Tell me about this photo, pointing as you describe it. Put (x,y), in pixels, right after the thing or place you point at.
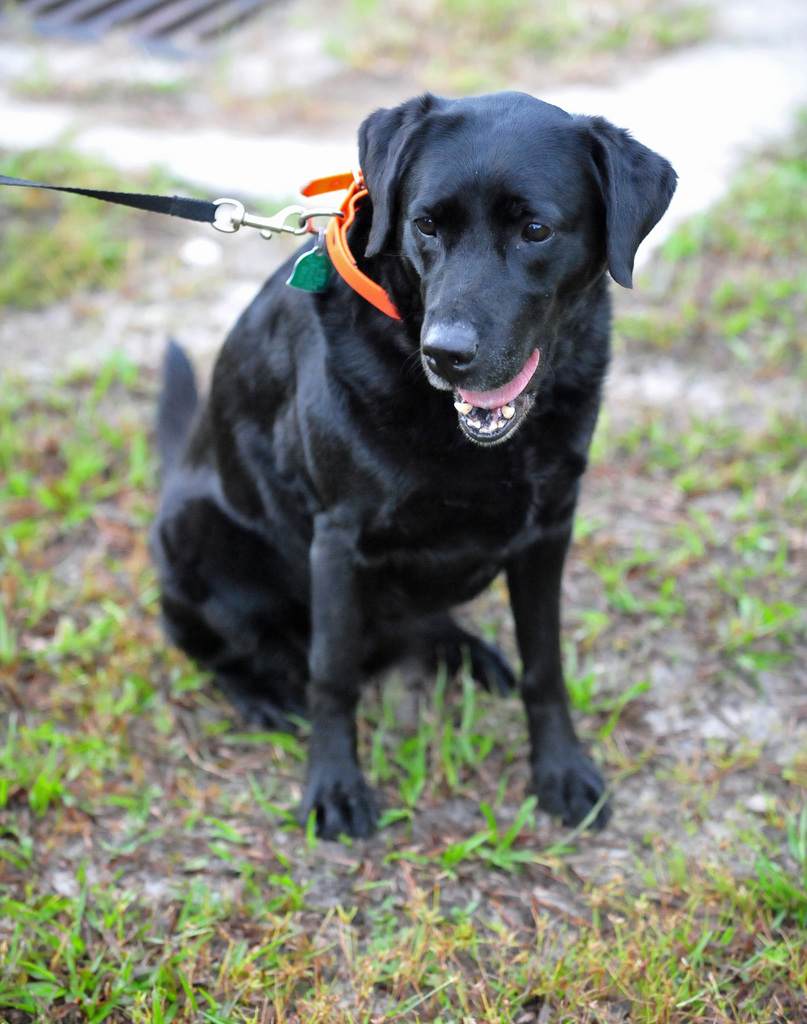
This picture is clicked outside. In the center (521,423) we can see a dog (413,481) sitting on the ground (419,684) and seems to be tied to an object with the help of the belt (80,193). In the foreground (287,797) we can see the grass (117,919). In the background (58,28) we can see some objects (237,11).
